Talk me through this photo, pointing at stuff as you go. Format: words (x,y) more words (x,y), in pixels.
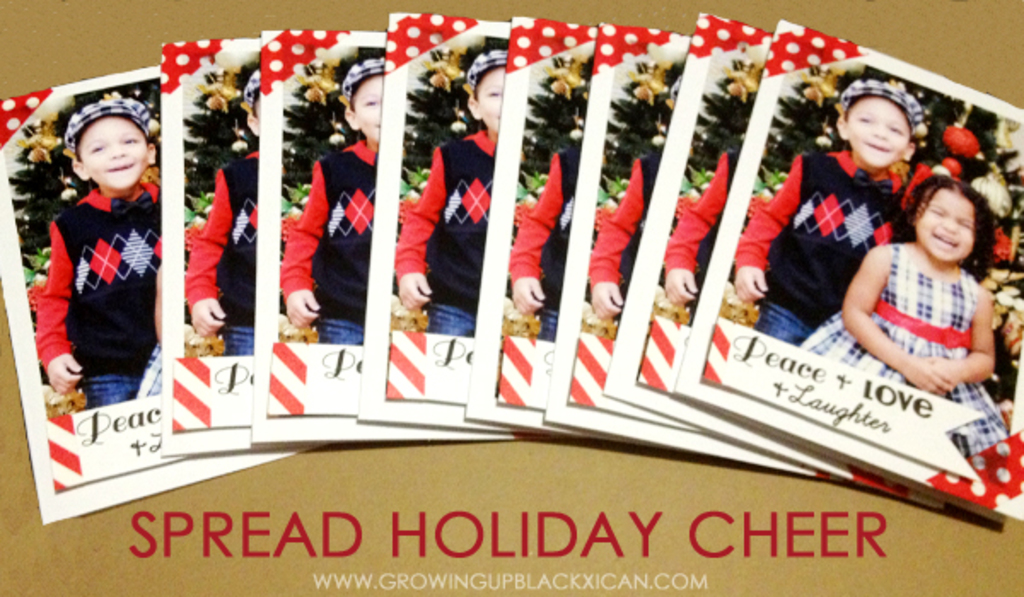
In this image I can see photocopies (977,203) of a picture kept on the floor (539,480). At the bottom (551,528) I can see a text (167,522). It looks as if the image is taken during a day.
